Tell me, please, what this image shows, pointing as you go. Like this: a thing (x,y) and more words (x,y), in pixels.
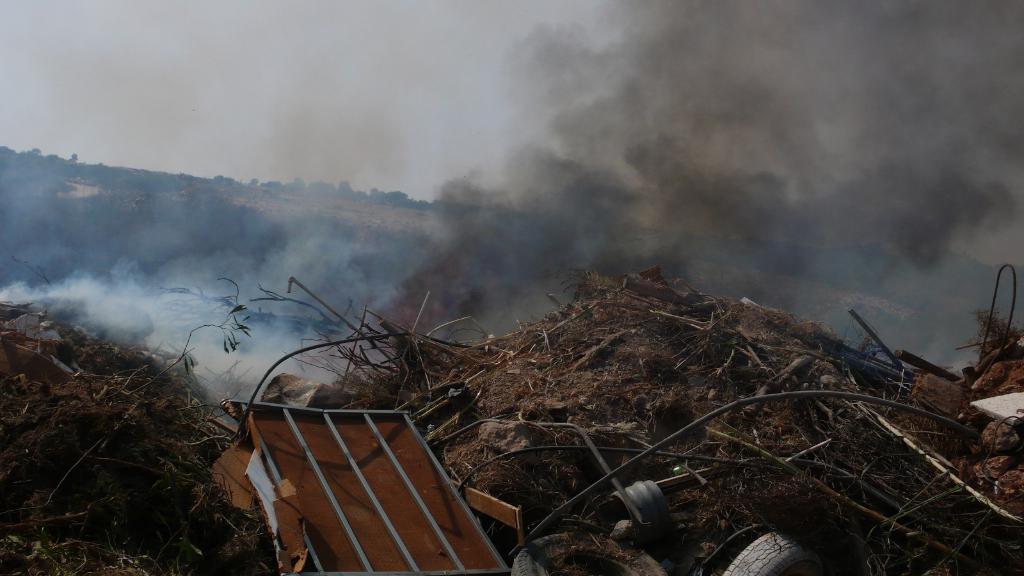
In this image there is smoke (429,247) coming out of the dumping yard (779,387), behind the dumping yard (348,387) there are trees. In the dumping yard (738,481) there are scrap materials (459,407).
